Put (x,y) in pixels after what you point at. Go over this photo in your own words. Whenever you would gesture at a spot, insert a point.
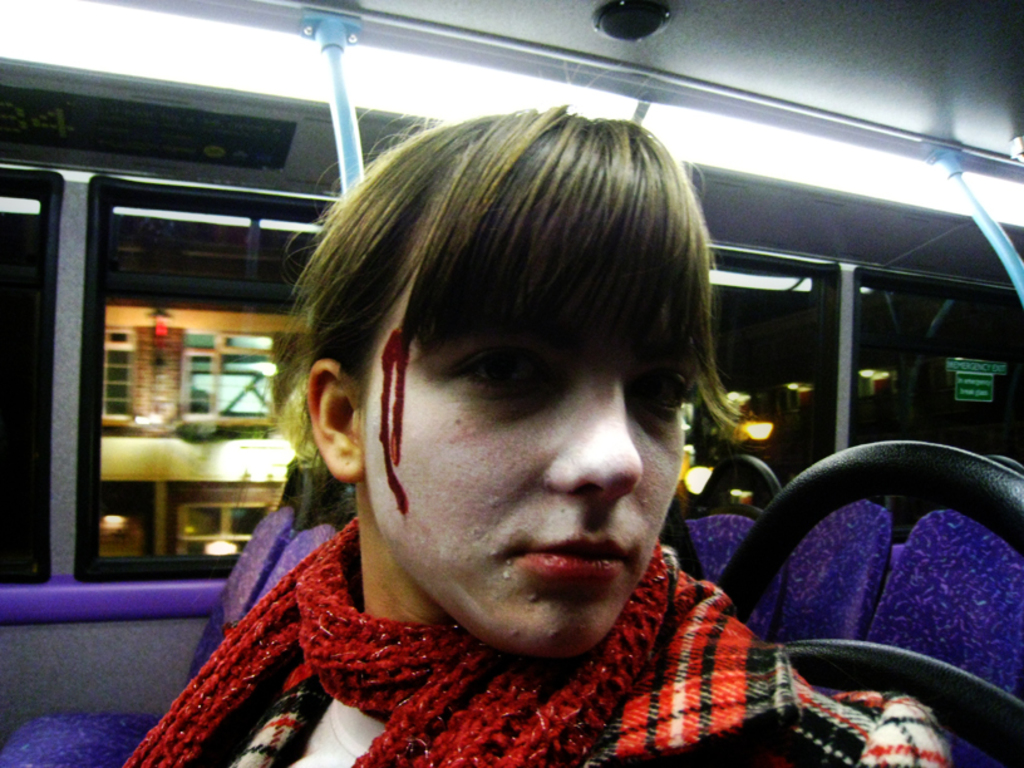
In this picture we can see a person (577,330) sitting inside a vehicle (881,570). There are rods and boards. From the glass windows (767,377) we can see buildings (262,376) and lights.
